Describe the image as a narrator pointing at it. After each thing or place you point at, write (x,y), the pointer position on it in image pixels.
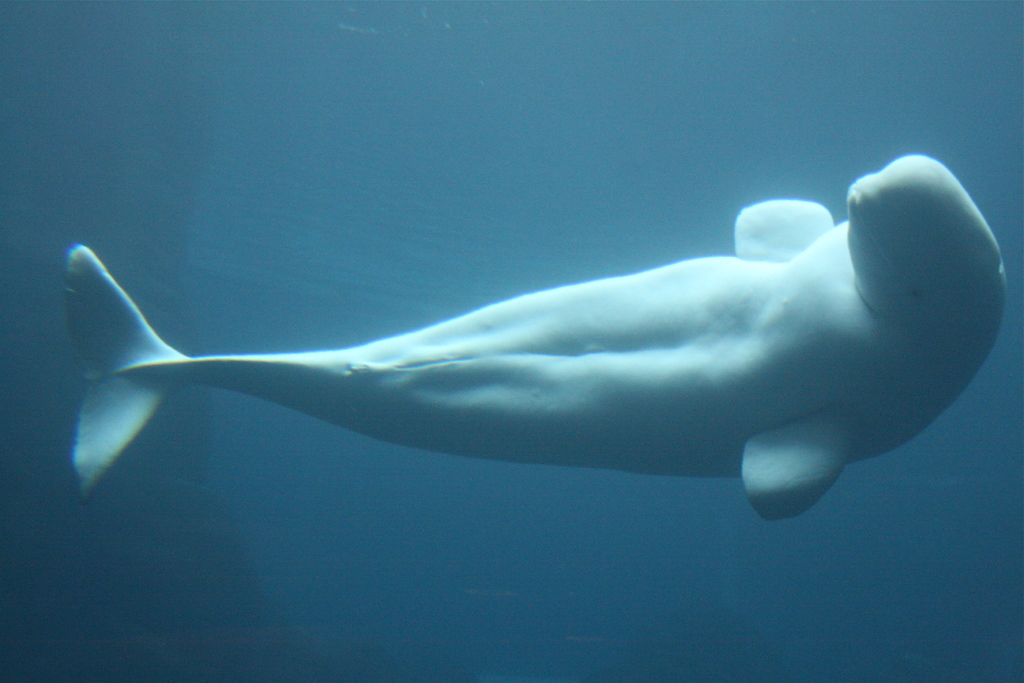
In this image, we can see a big whale (567,383) in the water (273,171).
